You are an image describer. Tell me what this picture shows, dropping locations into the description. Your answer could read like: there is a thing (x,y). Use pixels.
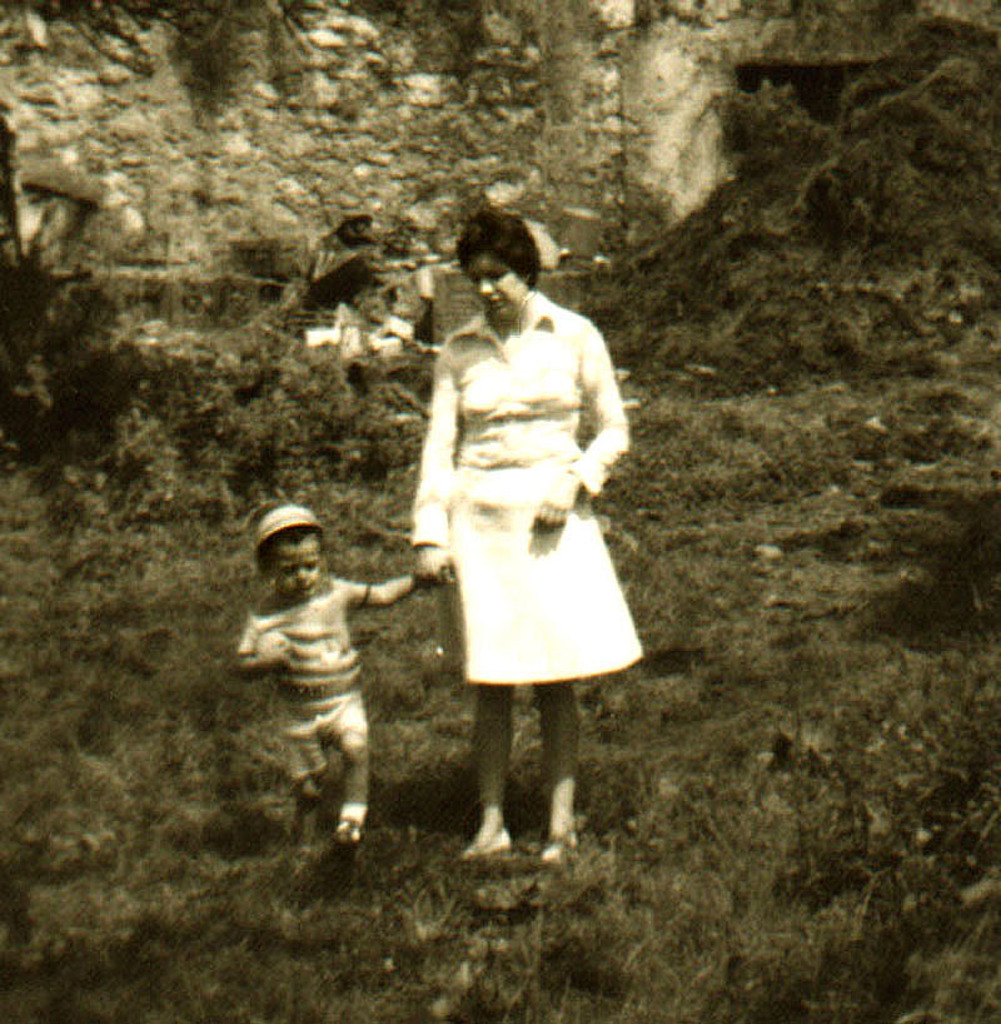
This is a black and white image. There are a few people (498,784). We can see the ground (639,728). We can see some grass (546,887) and plants (878,193). We can also see some objects (376,326) and the wall (439,142).
